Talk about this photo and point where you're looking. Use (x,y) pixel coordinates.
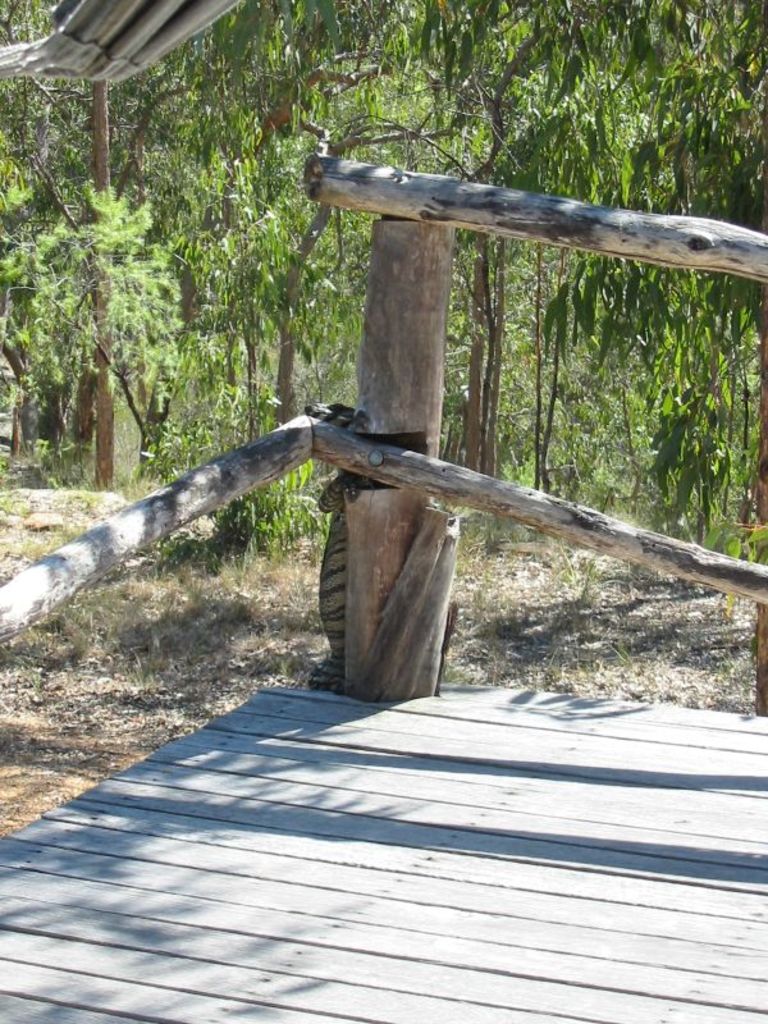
At the bottom of this image (446,926) I can see a wooden stage (296,755) along with some sticks (412,454). In the background (110,632), I can see the grass (208,582) and the trees (215,122).
